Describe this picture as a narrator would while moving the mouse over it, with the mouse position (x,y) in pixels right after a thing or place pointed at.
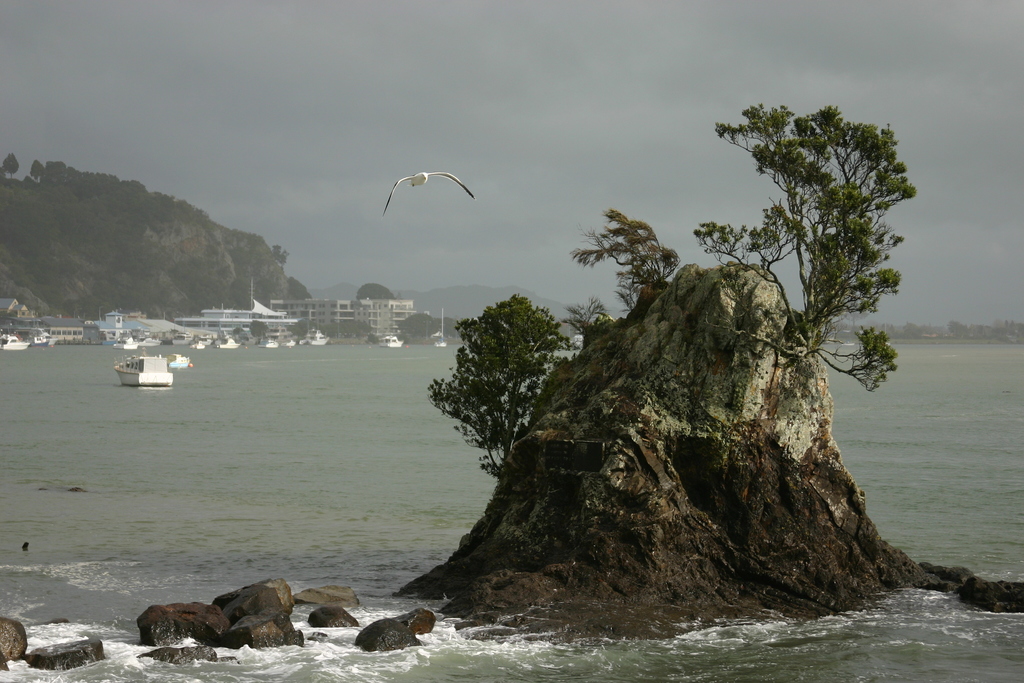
In this image we can see there is the bird (402,180) flying. And there is the rock (646,387) with trees (777,240) on the water (220,353). And there are ships (174,366), buildings (198,319), trees (131,206), mountains (147,231) and the sky (148,157).
